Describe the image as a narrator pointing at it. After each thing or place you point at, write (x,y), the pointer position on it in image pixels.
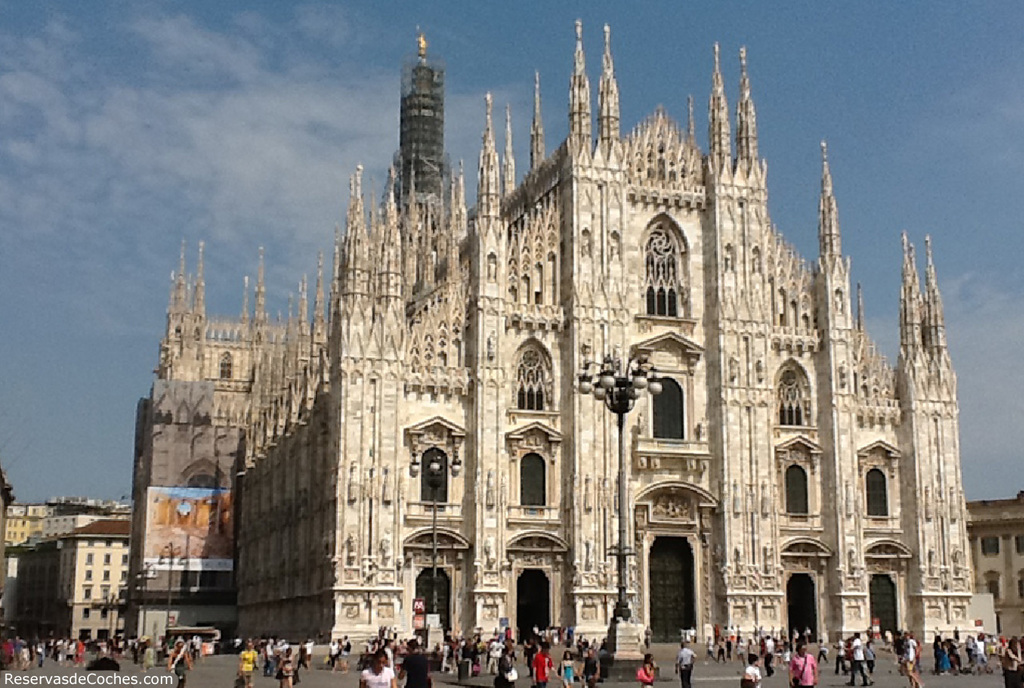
In this image I can see some people (573,669) on the road (703,680). In the background (95,568), I can see the buildings (231,476) and clouds (212,92) in the sky (212,92).
